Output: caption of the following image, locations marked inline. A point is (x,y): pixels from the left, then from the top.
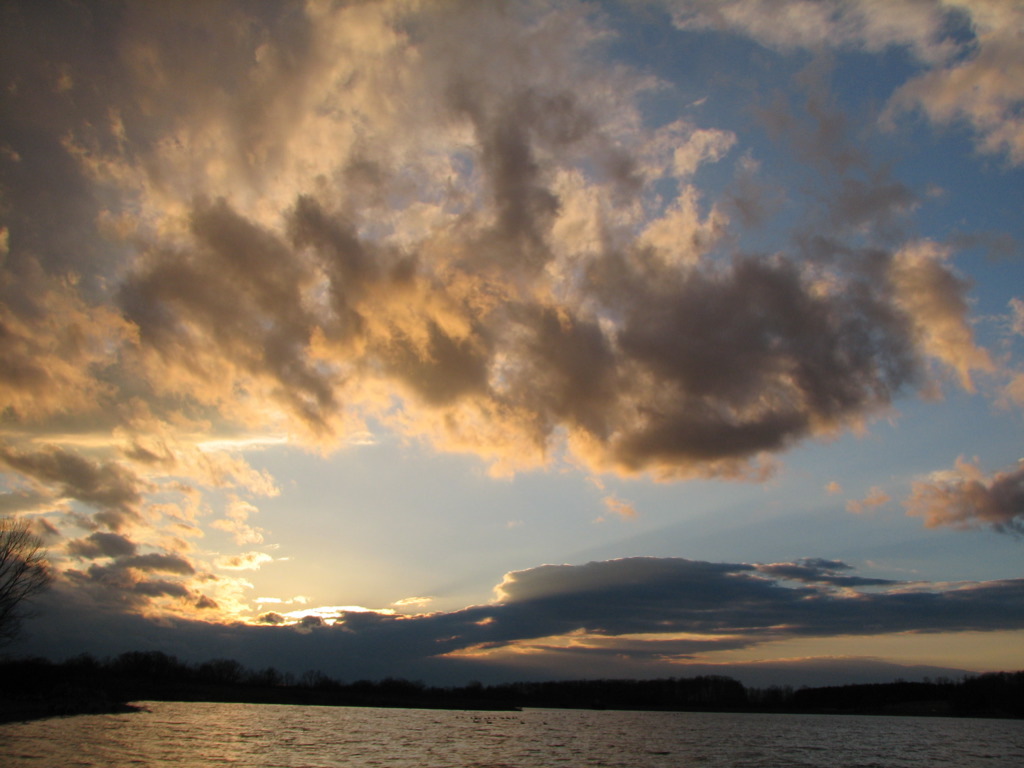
In this image, we can see trees (87,684). At the top (436,134), there are clouds (465,381) in the sky (463,448) and at the bottom (305,735), there is water (222,730).
